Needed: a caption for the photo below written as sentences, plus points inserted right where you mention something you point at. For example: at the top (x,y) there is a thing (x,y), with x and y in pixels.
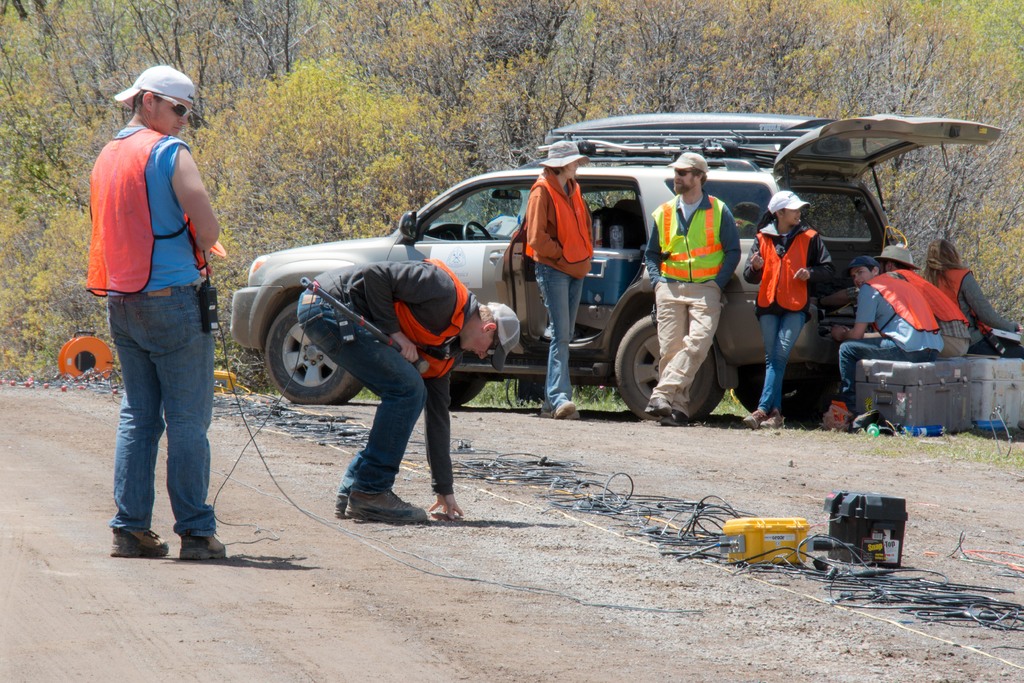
In this image, I can see few people (159,349) standing and few people (913,300) sitting. This is a car (513,250). These are the cables (657,512) and electronic devices (771,536), which are placed on the ground (593,549). I can see the trees (354,82).
